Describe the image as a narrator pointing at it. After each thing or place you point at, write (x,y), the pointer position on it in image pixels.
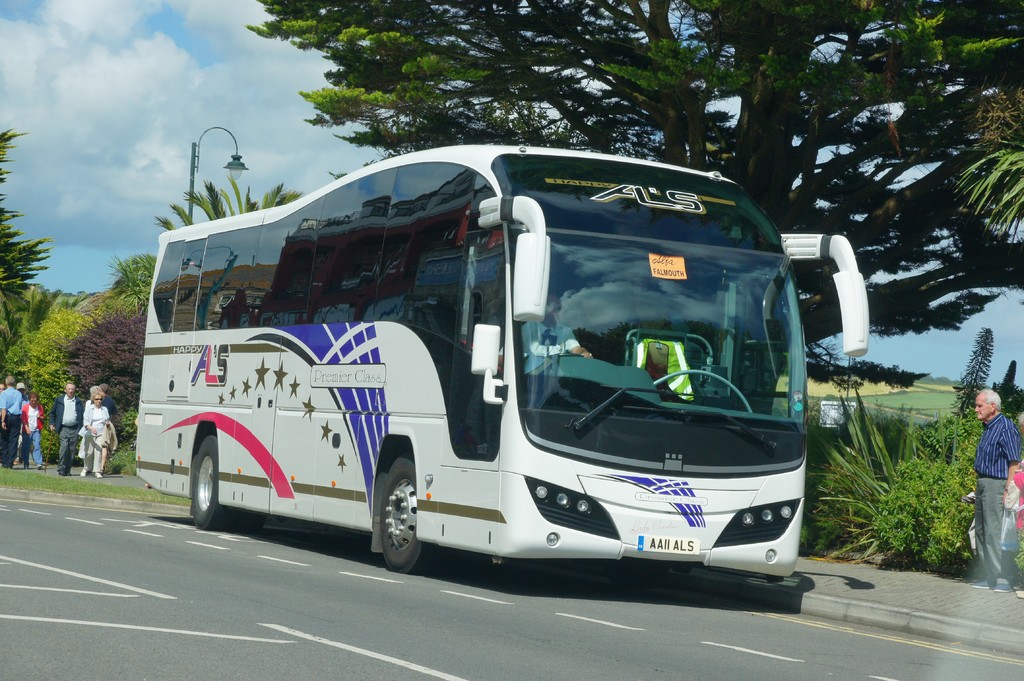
In the picture I can see a bus (245,434) on the road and there is a man (558,316) in the bus (774,379). I can see a man (991,408) standing on the side of the road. There are a few people (4,458) walking on the side of the road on the left side (71,449). In the background (21,380), I can see the trees (17,300). There is a decorative light pole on the side of the road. There are clouds (211,109) in the sky (212,76).
